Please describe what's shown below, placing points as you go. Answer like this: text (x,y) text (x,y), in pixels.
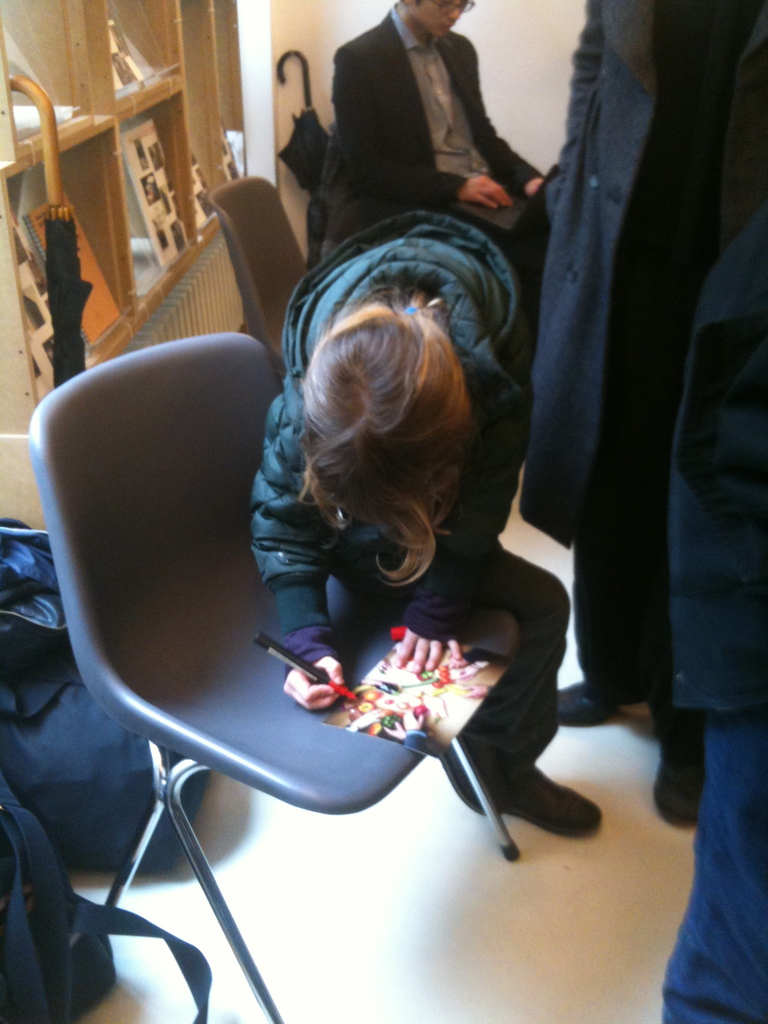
In the picture there is a room (463,469) in which many people (635,591) are standing and two people (390,552) are sitting on a chair (383,766) one person (498,694) is doing something on the paper (435,671) by keeping it on the chair (359,648) there are two umbrella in the room (291,278) there is a shelf (34,59) and on the shelf (197,230) there are items (168,216) there are two bags (112,798) near to the chair (88,645).
